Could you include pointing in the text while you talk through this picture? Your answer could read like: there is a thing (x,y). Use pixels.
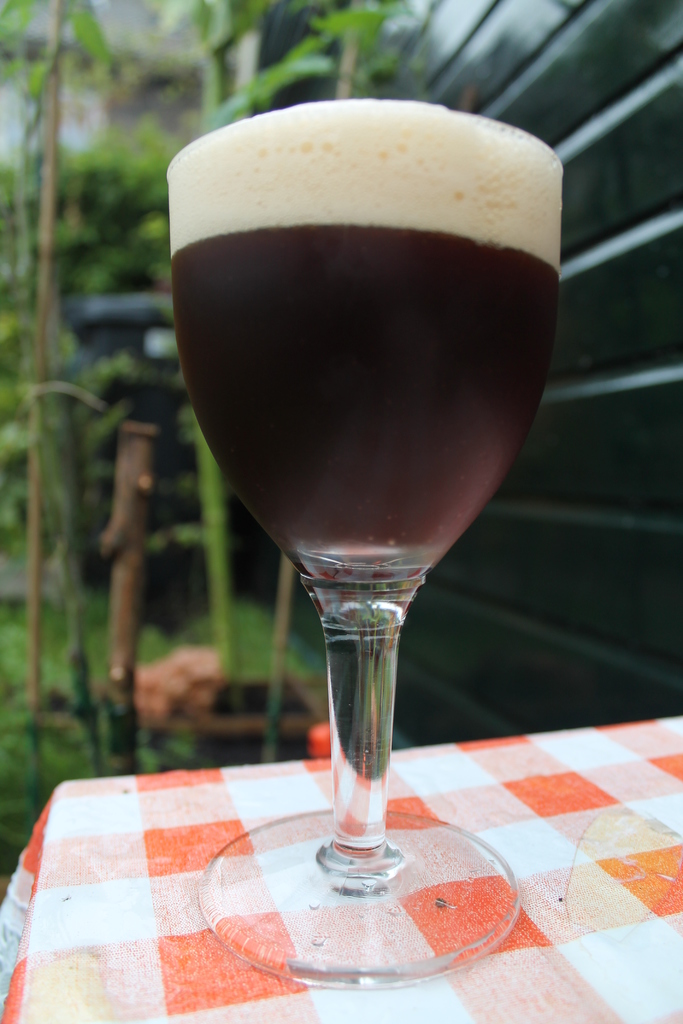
In this image there is a table (406,893) towards the bottom of the image (187,950), there is a cloth (126,854) on the table (369,929), there is a glass (381,697), there is the drink (358,339) in the glass (416,324), there is a wall (622,256) towards the right of the image (584,395), there are plants (315,23), there is grass (58,622), there is wall (121,53) towards the top of the image (121,55).
